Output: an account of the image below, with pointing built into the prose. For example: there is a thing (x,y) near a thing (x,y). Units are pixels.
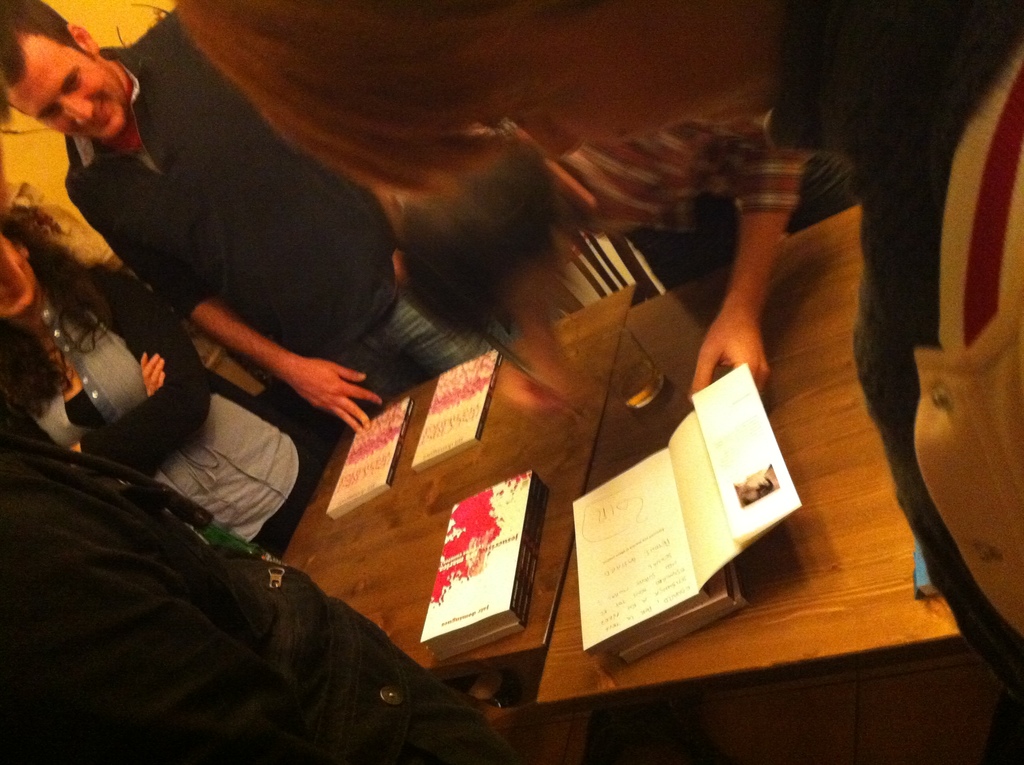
These persons (221,669) are standing, in-between of this person's (374,732) there is a table (828,479), on this table (592,327) there are books (705,472) and glass (636,358).
